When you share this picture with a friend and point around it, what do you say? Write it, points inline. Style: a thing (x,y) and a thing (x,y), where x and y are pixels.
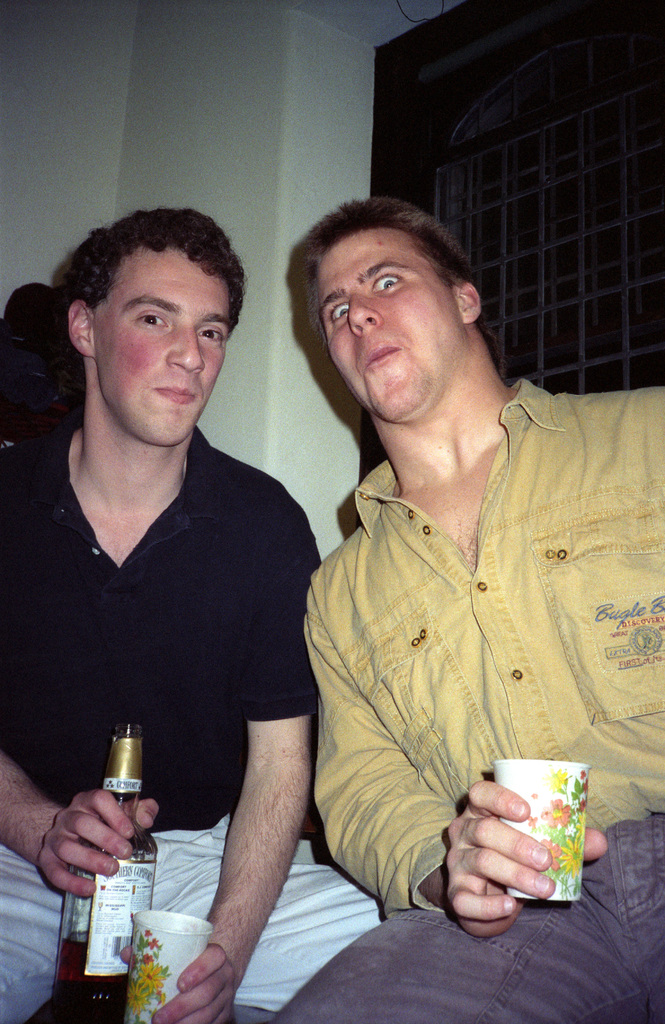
In this image two men (74,478) are sitting holding a bottle (150,878) and a glass (178,938), at the back ground (320,194) i can see a window (470,204) and a wall (64,110).
